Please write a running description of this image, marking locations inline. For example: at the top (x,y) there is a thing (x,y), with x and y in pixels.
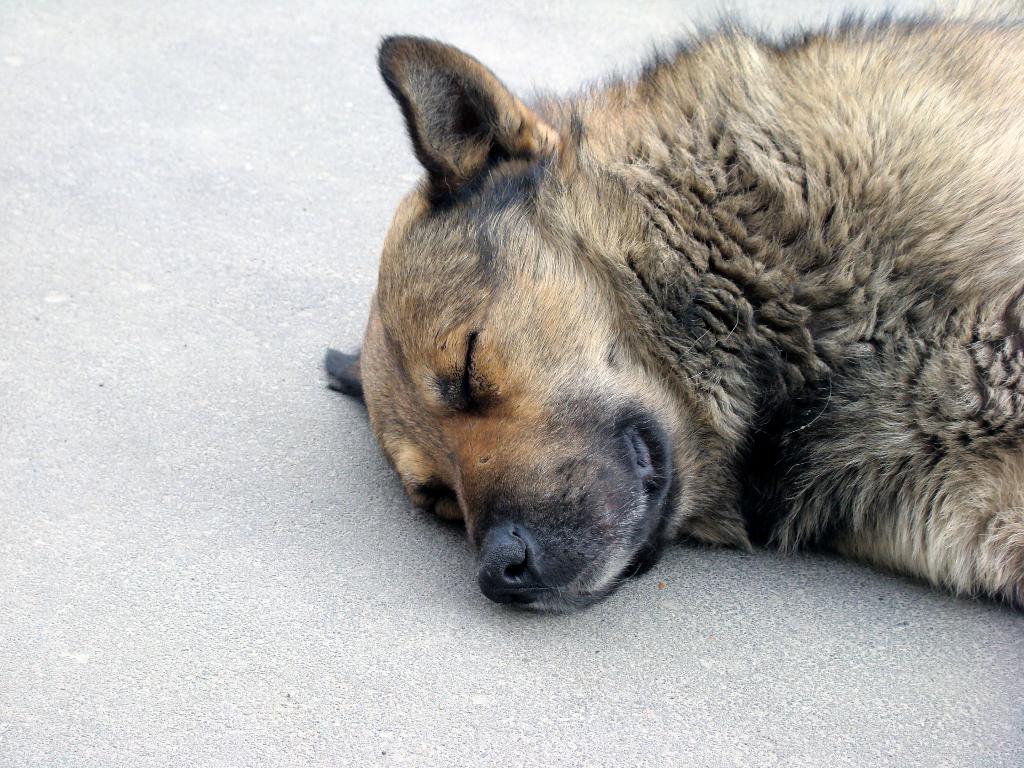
In this picture we can see a dog (971,232) lying on the ground (310,349).
